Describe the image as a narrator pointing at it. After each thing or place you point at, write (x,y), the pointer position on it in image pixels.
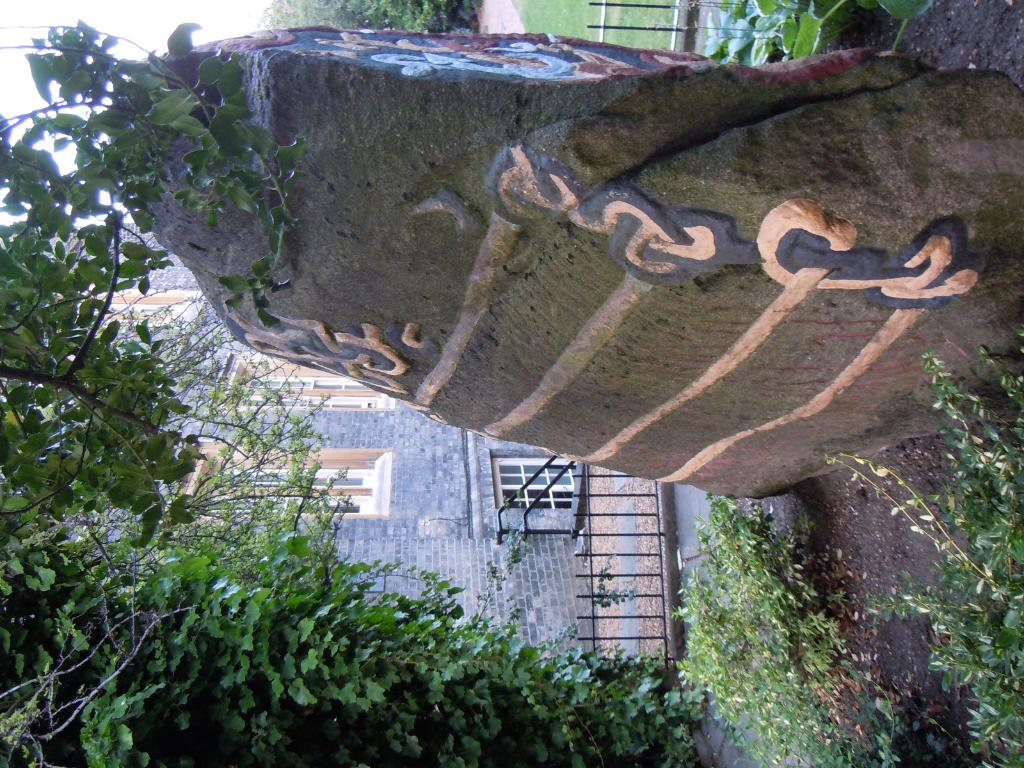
The image is an inverted image. On the top (647,219) there is a stone (585,214). In the left (153,383) there are trees (63,317). In the background (223,431) there are building (358,507), trees (315,21), boundary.
